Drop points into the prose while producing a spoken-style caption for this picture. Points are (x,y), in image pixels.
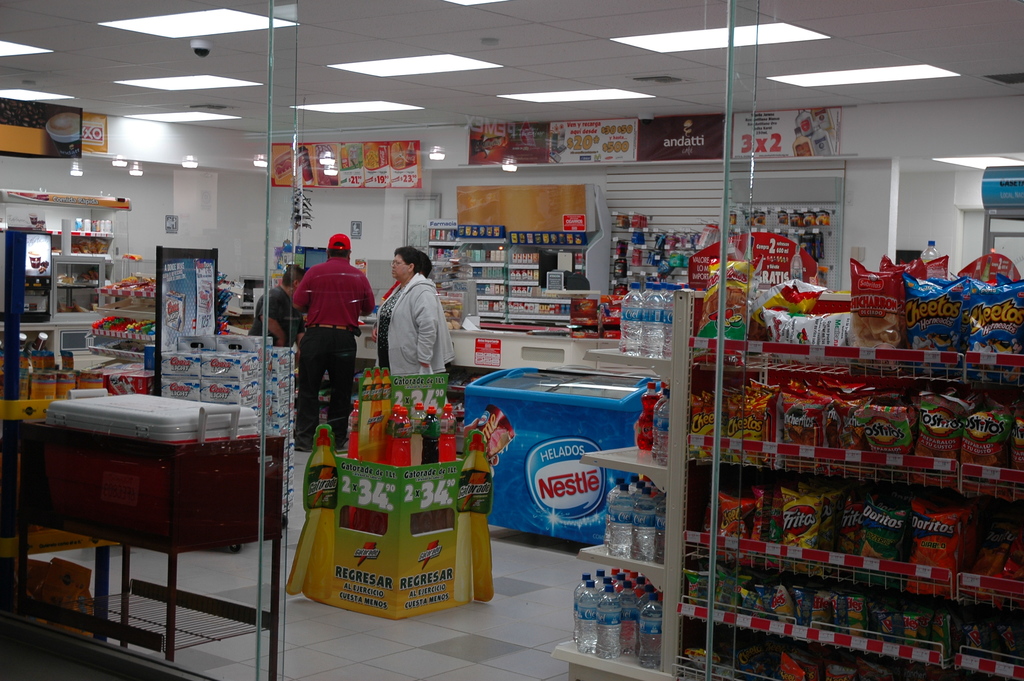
This image is taken in the store (408,599). In this image there are racks (688,440) and we can see goods (929,558) placed in the racks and there are bottles (630,595) and there are lights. We can see glass doors (326,167) and there is a refrigerator (506,415). We can see people (330,285). In the background (699,196) there is a wall (657,181).
